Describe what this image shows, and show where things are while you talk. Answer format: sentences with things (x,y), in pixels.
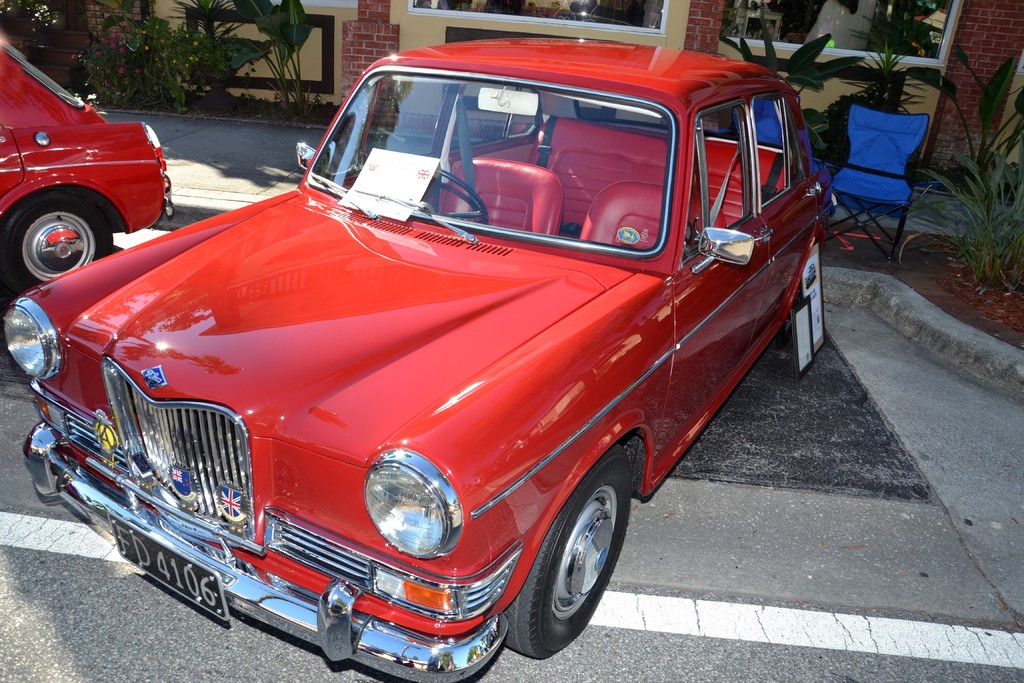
In the image there are cars (219,277) on the road (590,641) and behind there are plants (800,66) in front of the wall (237,78).
